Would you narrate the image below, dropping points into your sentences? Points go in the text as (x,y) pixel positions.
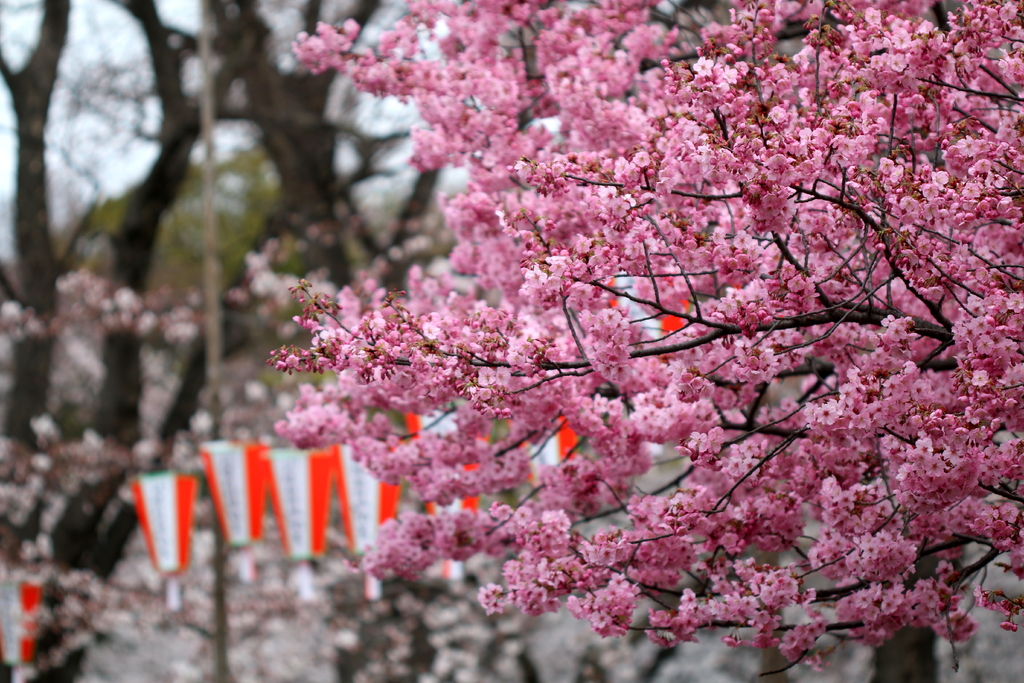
On the right side (765,419), we see a tree (790,298) which has flowers (913,511) and these flowers (754,191) are in pink color. Behind that, we see the banners (328,474) of the flags (242,520) in white and red color. There are trees (194,268) and flowers (151,587) in the background (206,653). This picture is blurred in the background (212,318).
